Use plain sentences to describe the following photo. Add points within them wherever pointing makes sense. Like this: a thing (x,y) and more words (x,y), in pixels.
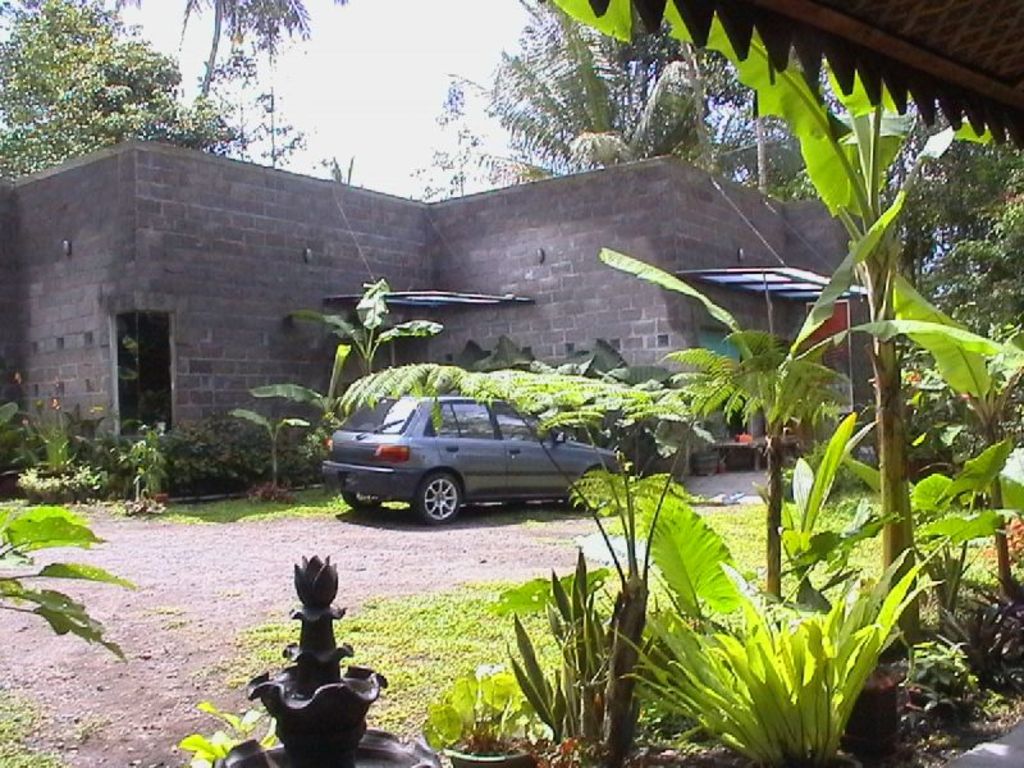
This picture shows a building (564,196) and we see trees (804,138) and few plants (617,652) and a car (420,483) parked and we see a cloudy sky (370,76) and grass (484,609) on the ground (743,534).
